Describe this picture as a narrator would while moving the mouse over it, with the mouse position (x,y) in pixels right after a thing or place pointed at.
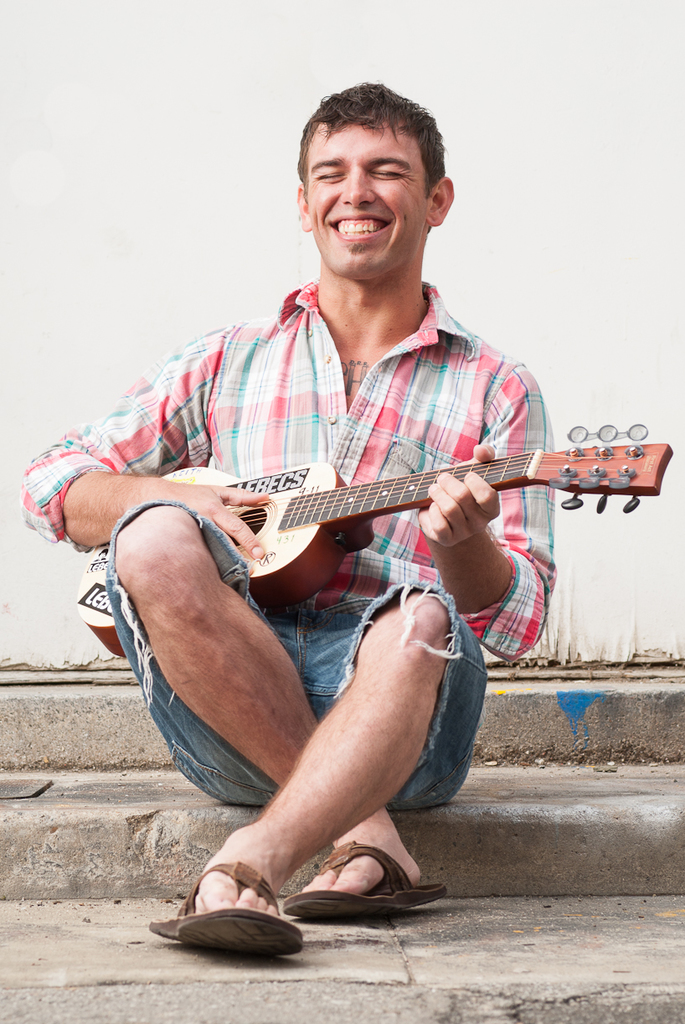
In this picture i could see a person (409,247) holding a guitar (307,497) in his hands (459,485) and giving a smile (362,233), he is sitting on the steps (580,808) and in the background (291,52) there is a white colored wall (423,48).
